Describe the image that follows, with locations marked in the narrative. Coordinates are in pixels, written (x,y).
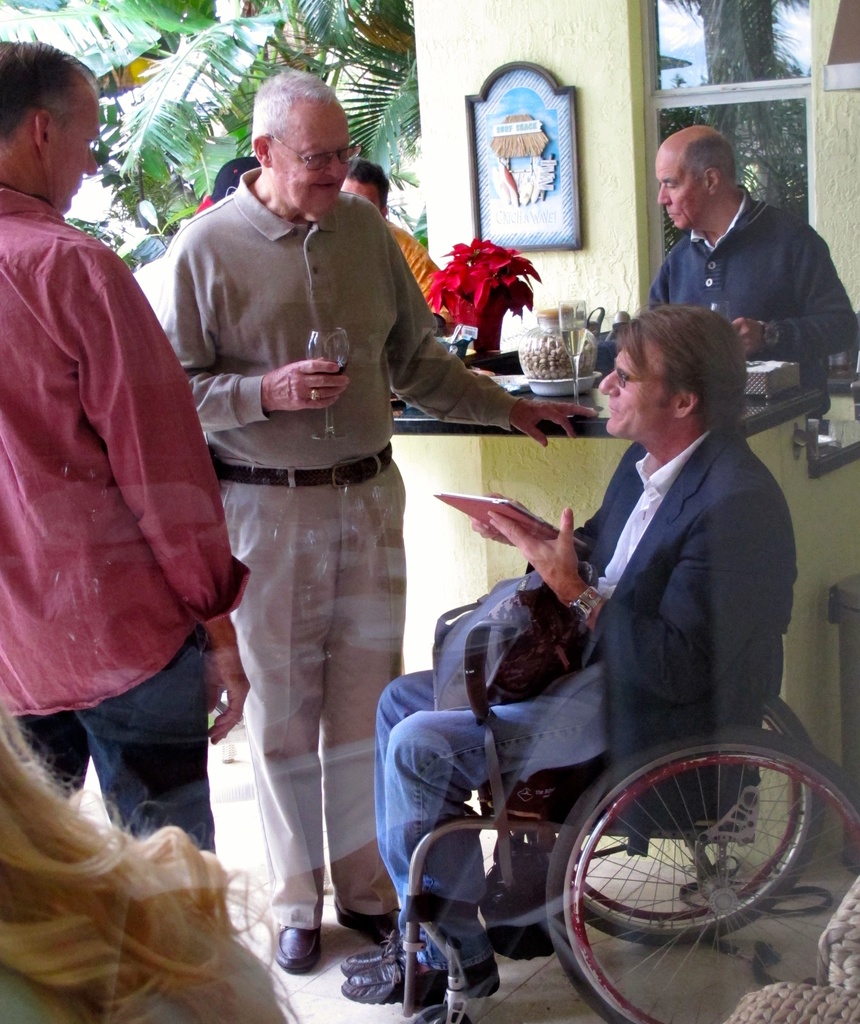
In this image we can see some group of persons (95,357) standing and a person (666,584) wearing suit (656,596) sitting on the wheel chair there is a bag (485,701) on his lap (500,740) and there is a person (692,270) behind the wall (793,487) wearing blue color dress (663,263) there is flower vase (514,277) on shelf (534,410) and at the background of the image (489,59) there is painting (542,86) attached to the wall (555,70) and trees (168,114).
